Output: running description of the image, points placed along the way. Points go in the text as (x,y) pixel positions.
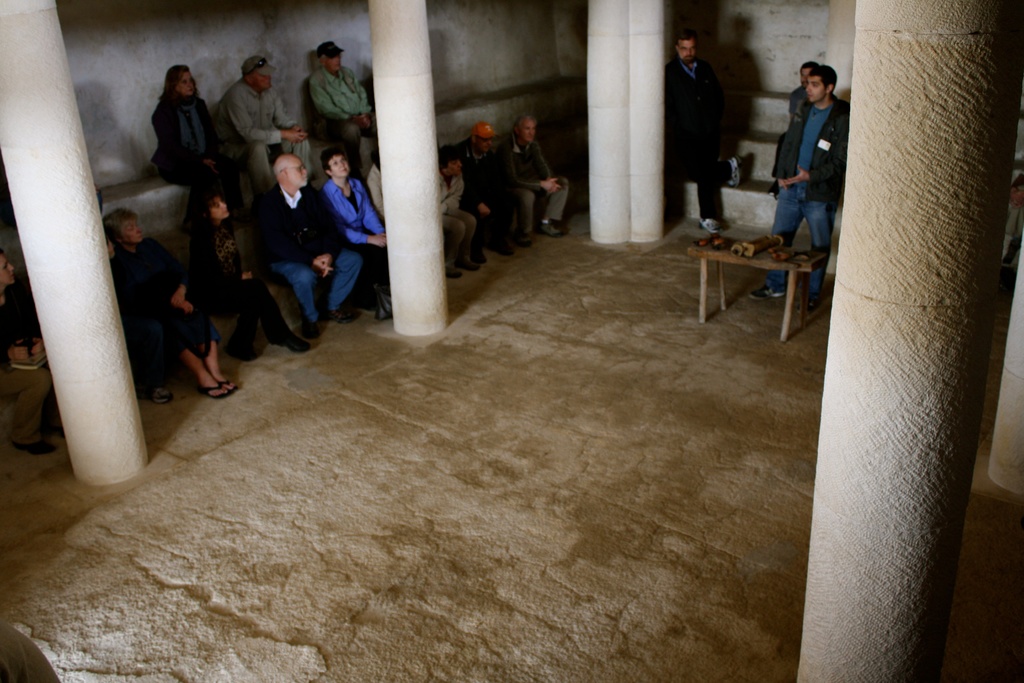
Here in this picture we can see many people (291,228) are sitting on the steps (154,203). In the middle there is man (819,168) standing. In front of him there is a table (766,269). On that table (794,262) there are some items (743,248). To the middle corner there is a man (694,107) standing. To the right corner (918,273) there is a pole (877,277). To the left corner (75,222) there is a pole (68,228).
